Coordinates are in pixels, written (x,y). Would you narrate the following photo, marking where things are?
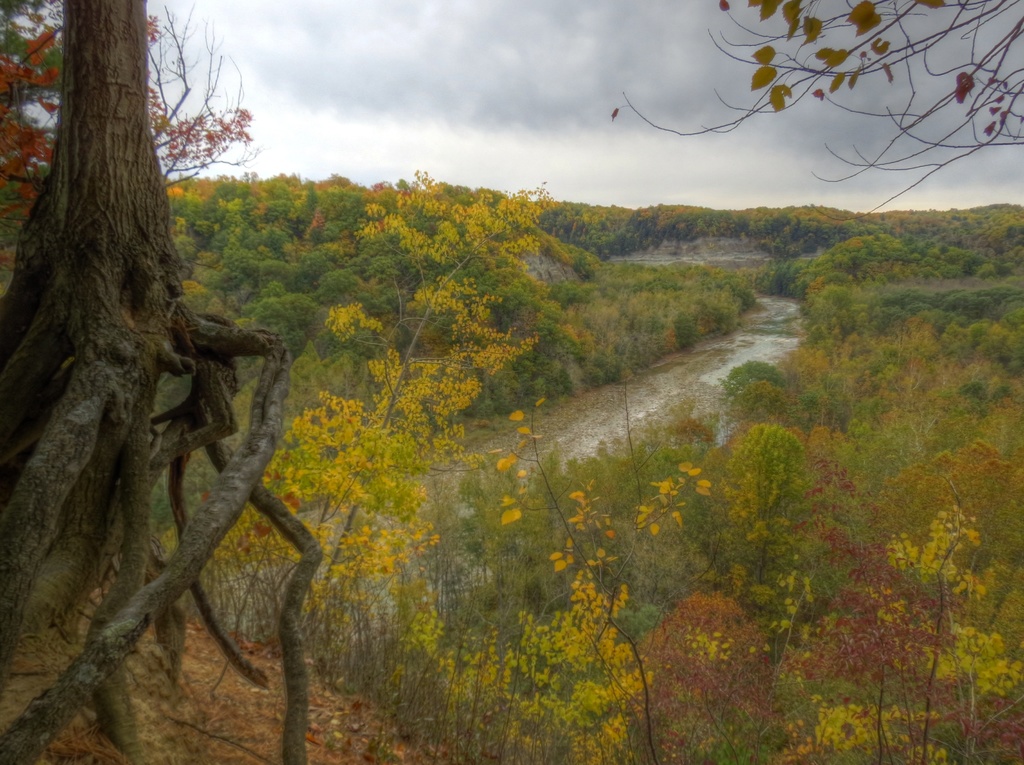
In this image I see trees (567,245), plants (682,330) and I see the water (772,347) over here. In the background (372,120) I see the sky (514,76) which is cloudy.
